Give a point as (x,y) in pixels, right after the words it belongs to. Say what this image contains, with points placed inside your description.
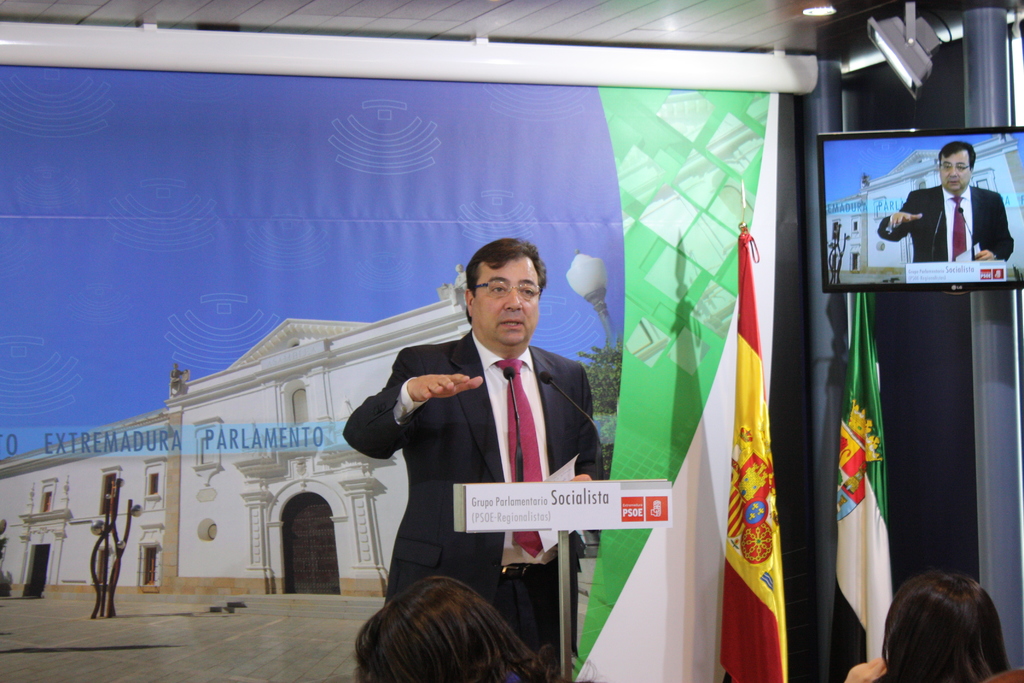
In this picture there is a man (525,309) who is wearing suit (569,422) and spectacle (497,289). He is standing near to the speech desk (582,529). On the speech desk (509,494) we can see mic (596,472) and paper (545,479). Behind him we can see the banner (688,375). On the right (750,387) there are two flags (738,404) near to the television (847,268). At the bottom (948,635) there are two women (966,635) were sitting on the chair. In the top right corner (899,74) there is a focus light (916,74). In the banner (299,512) we can see the building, trees (592,377), street light (582,286) and sky (267,201).
